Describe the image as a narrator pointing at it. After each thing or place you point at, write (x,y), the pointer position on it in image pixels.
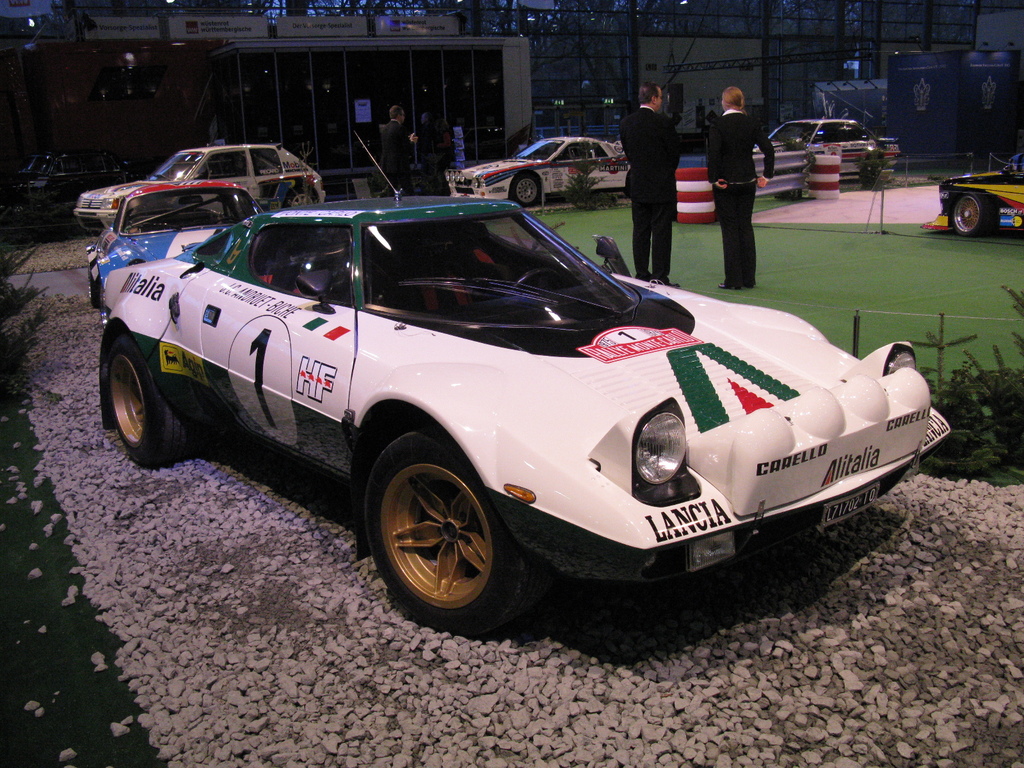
In this picture we can see cars (217,214) on the ground (638,627), stones (147,507), tires (148,382), plants (1023,422), some objects (774,184) and three people (749,150) standing and in the background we can see name boards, posters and rods (629,31).
